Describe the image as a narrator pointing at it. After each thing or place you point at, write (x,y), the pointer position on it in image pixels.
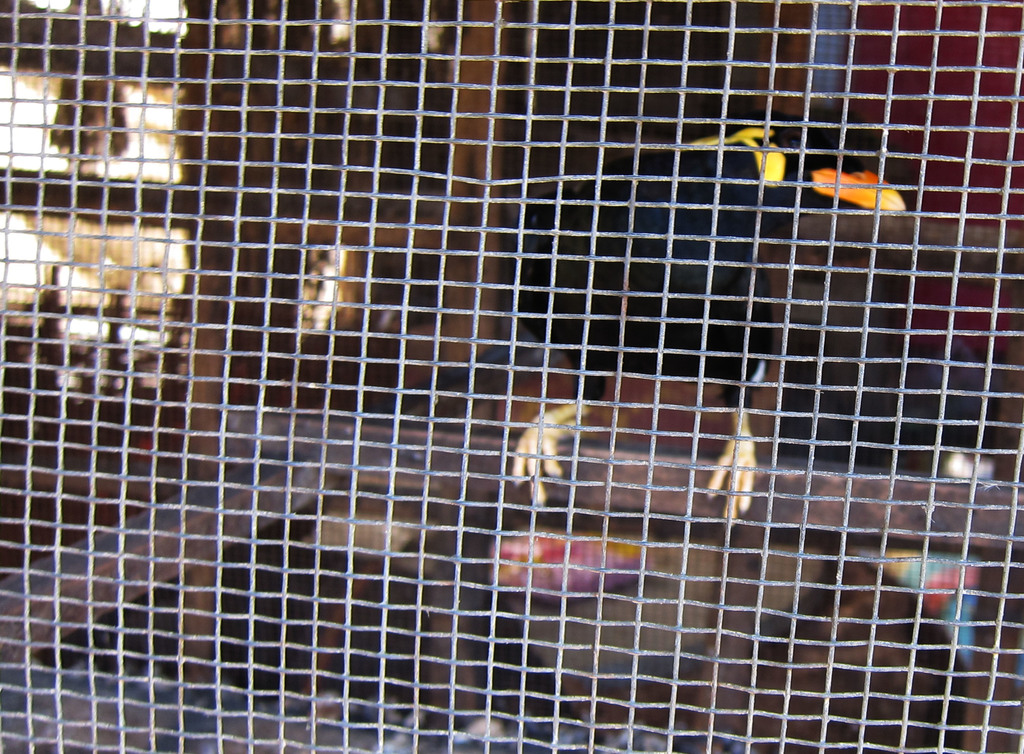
In this picture I can see a bird (518,449) in a cage (649,9).
